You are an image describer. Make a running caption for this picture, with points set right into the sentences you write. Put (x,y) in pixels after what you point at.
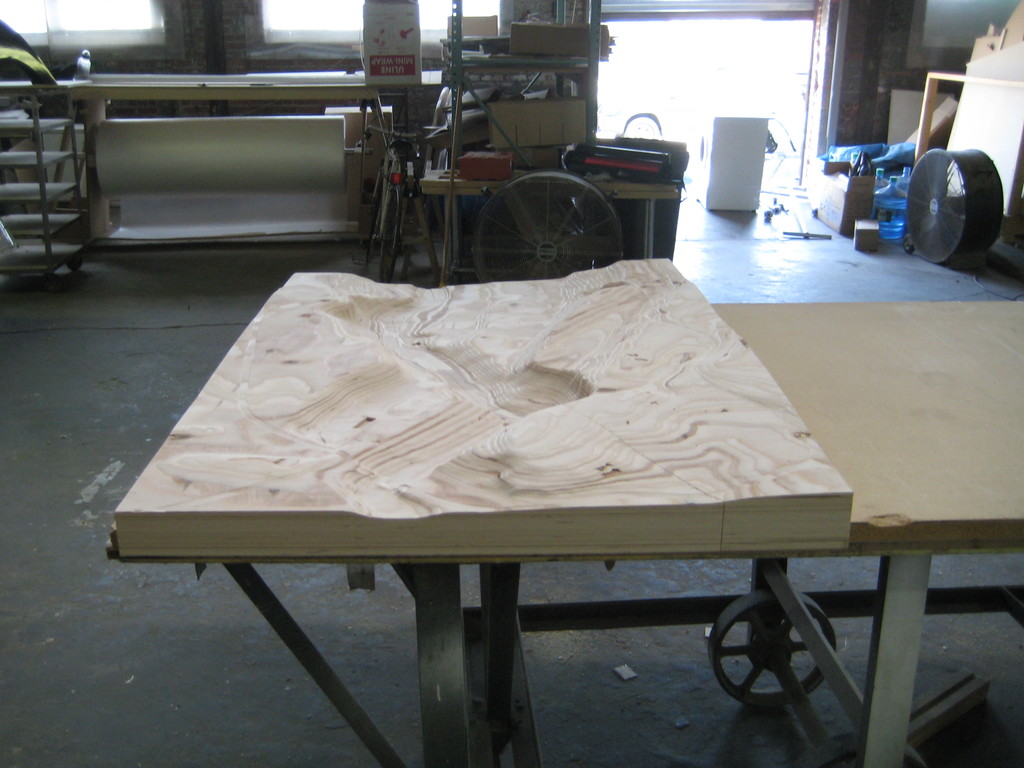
We can see wooden carving (593,411) on the table (996,403) and we can see wheels (757,638), furniture (470,184), box (847,206) on the floor (100,328).
